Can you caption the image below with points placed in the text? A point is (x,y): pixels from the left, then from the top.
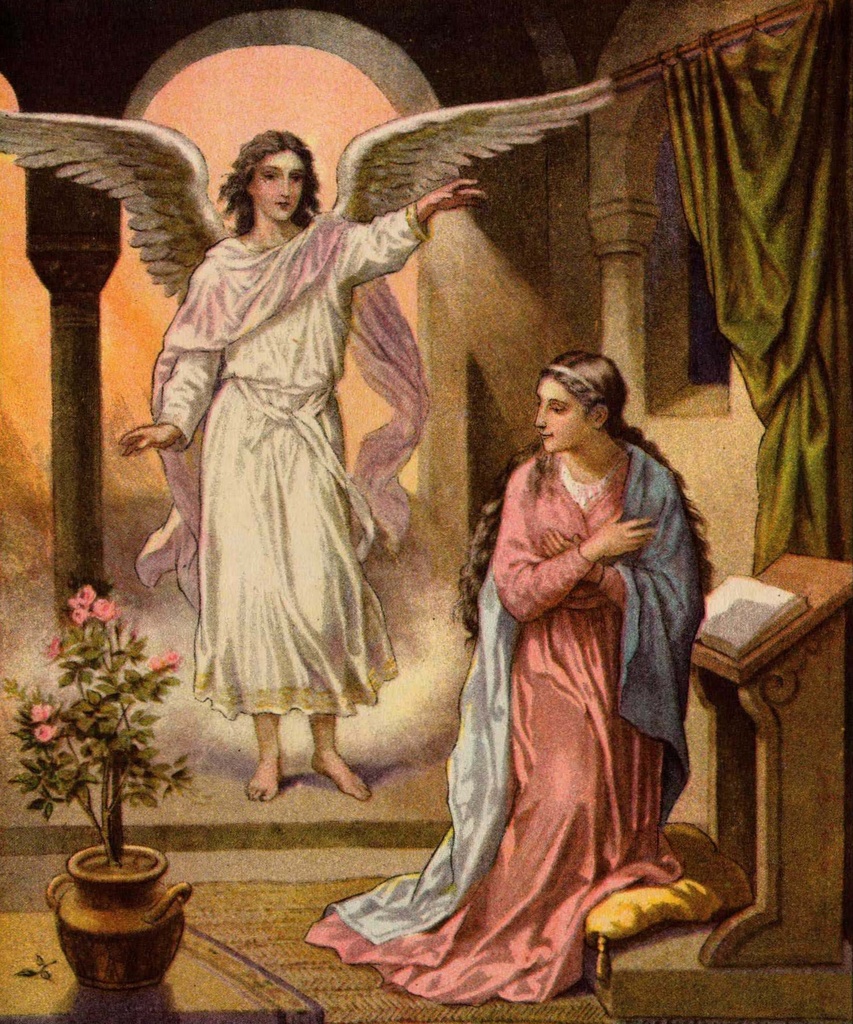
This picture looks like a painting and I can see couple of humans (361,373) and a plant (69,678) in the pot (121,966) and a book (741,622) on the table (838,574). I can see curtains (757,193) on the right side (713,199) and I can see wings (345,211) to a human (232,370).
